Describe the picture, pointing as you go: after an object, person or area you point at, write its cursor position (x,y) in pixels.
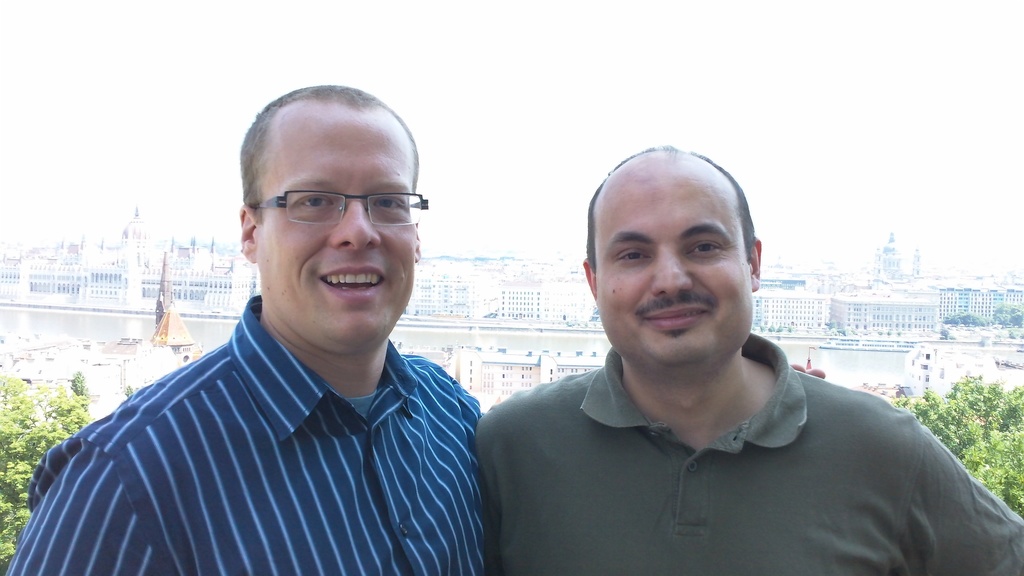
In this image we can see this person (249,407) wearing shirt (249,407) and spectacles (273,202) and this person (689,468) wearing T-shirt (714,534) are smiling. In the background (59,420), we can see trees (8,471), buildings (97,417), water (839,356) and the sky (794,64).
